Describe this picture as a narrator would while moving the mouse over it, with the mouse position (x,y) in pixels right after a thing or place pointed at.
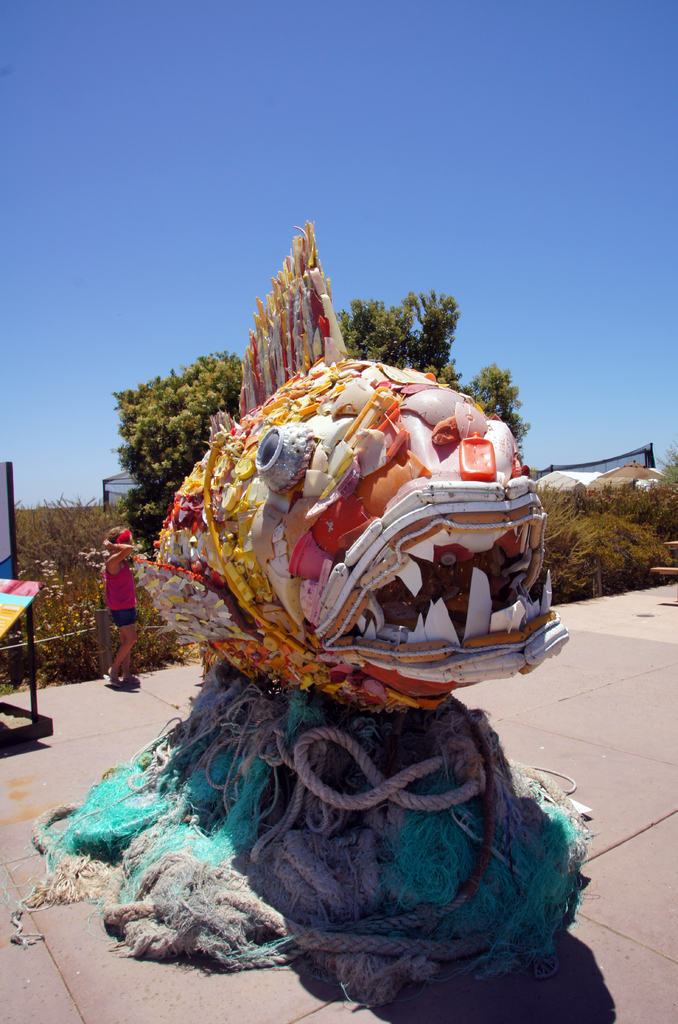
In this image in front (250,641) there is an object (337,603). Behind the object (200,588) there is a person (133,679) standing on the floor (116,711). In the background of the image (67,579) there are plants (66,598), trees (227,395) and sky (249,149).
